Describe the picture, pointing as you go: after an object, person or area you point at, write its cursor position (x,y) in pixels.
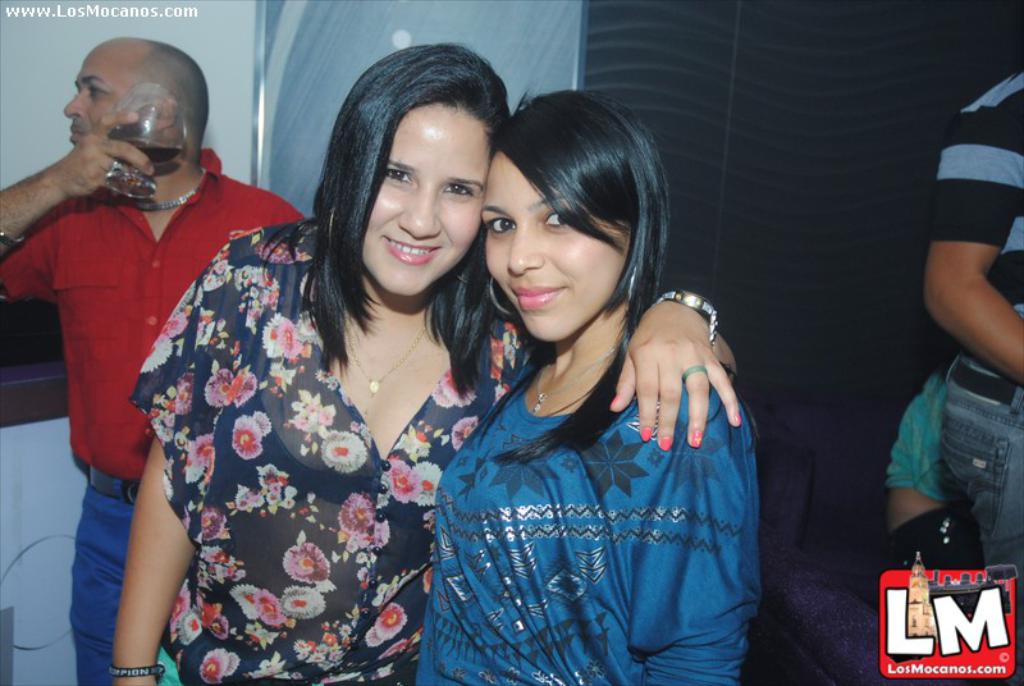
In the center of the image (518,401) we can see two ladies (380,288) are standing and smiling. On the right side of the image (1003,345) we can see two persons (905,455), couch (873,459) and logo (915,599). On the left side of the image (61,316) we can see a man (195,171) is standing and holding a glass (158,141). In the background of the image (84,35) we can see the wall (55,30). In the top left corner (67,7) we can see some text (93,14).
